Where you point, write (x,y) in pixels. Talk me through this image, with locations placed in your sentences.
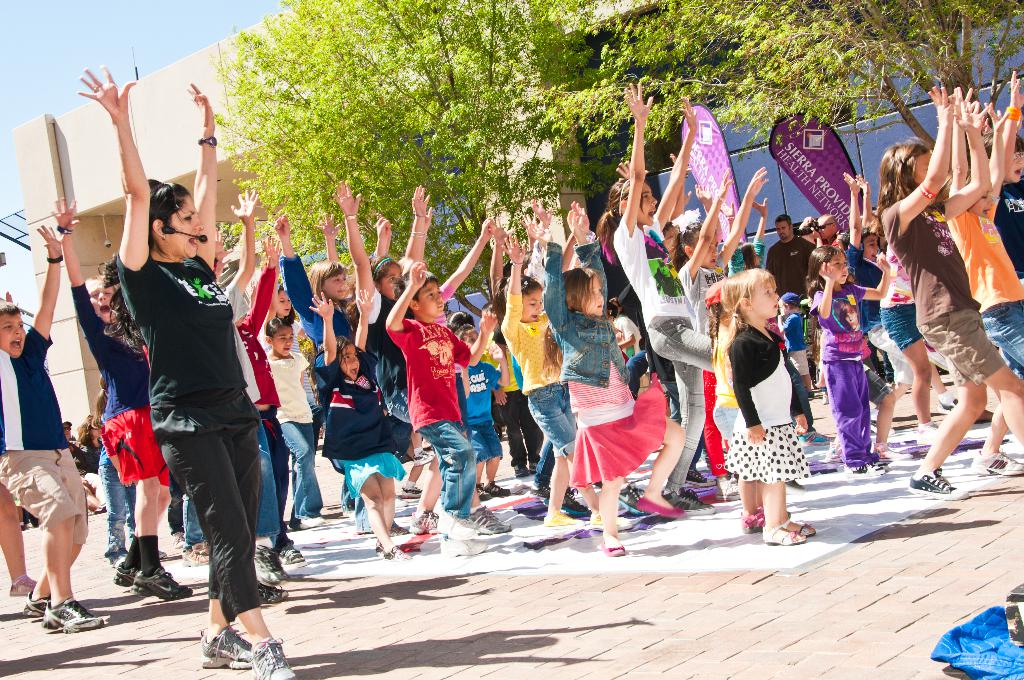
In this picture I can see group of people (504,317) standing, there are advertising flags (791,119), trees (244,150), this is looking like a house (113,226), and in the background (106,41) there is sky (132,24).
